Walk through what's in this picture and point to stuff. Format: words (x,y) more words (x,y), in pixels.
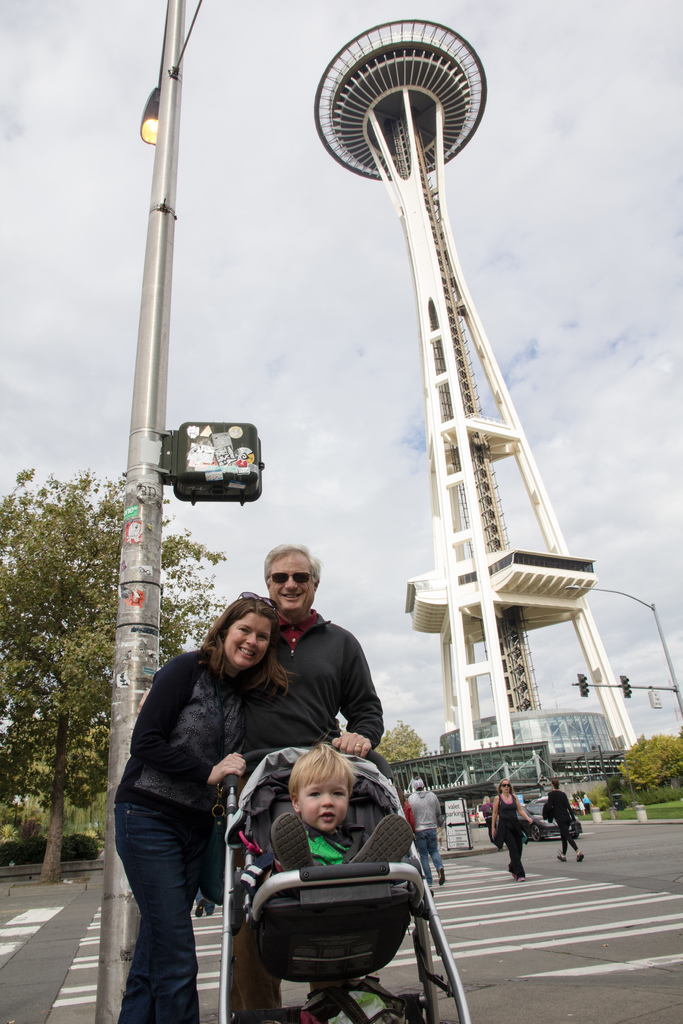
In this picture we can see some people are walking on the road (595,889), back side, we can see the tower (488,532) and some trees (673,776).
